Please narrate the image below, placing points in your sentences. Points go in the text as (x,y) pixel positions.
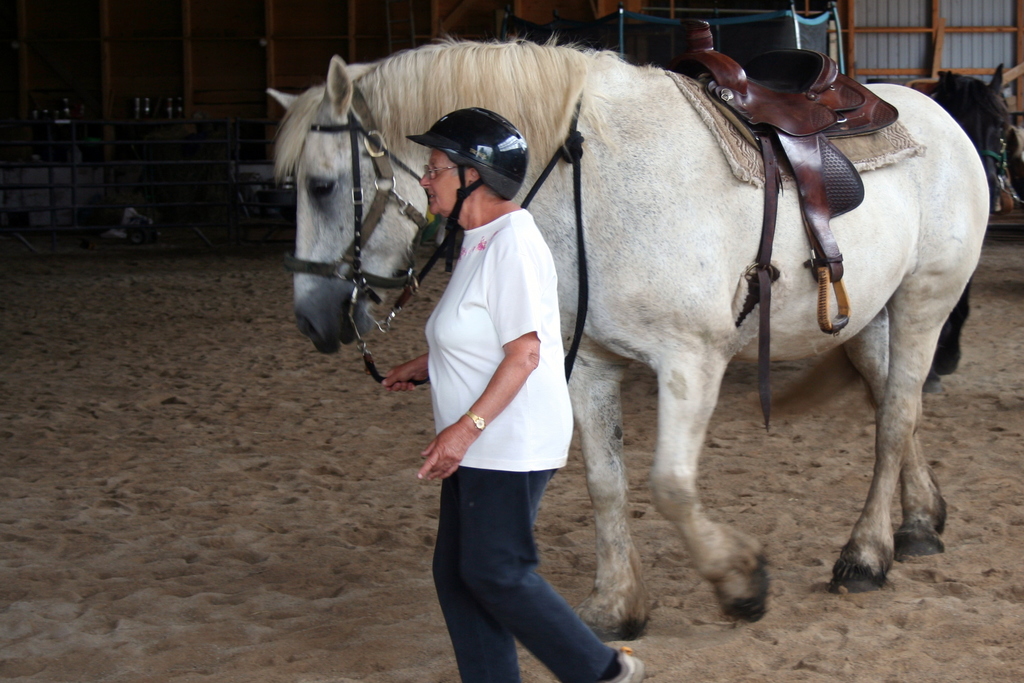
As we can see in the image there is a white color horse (780,301) and a woman (508,396) walking.
